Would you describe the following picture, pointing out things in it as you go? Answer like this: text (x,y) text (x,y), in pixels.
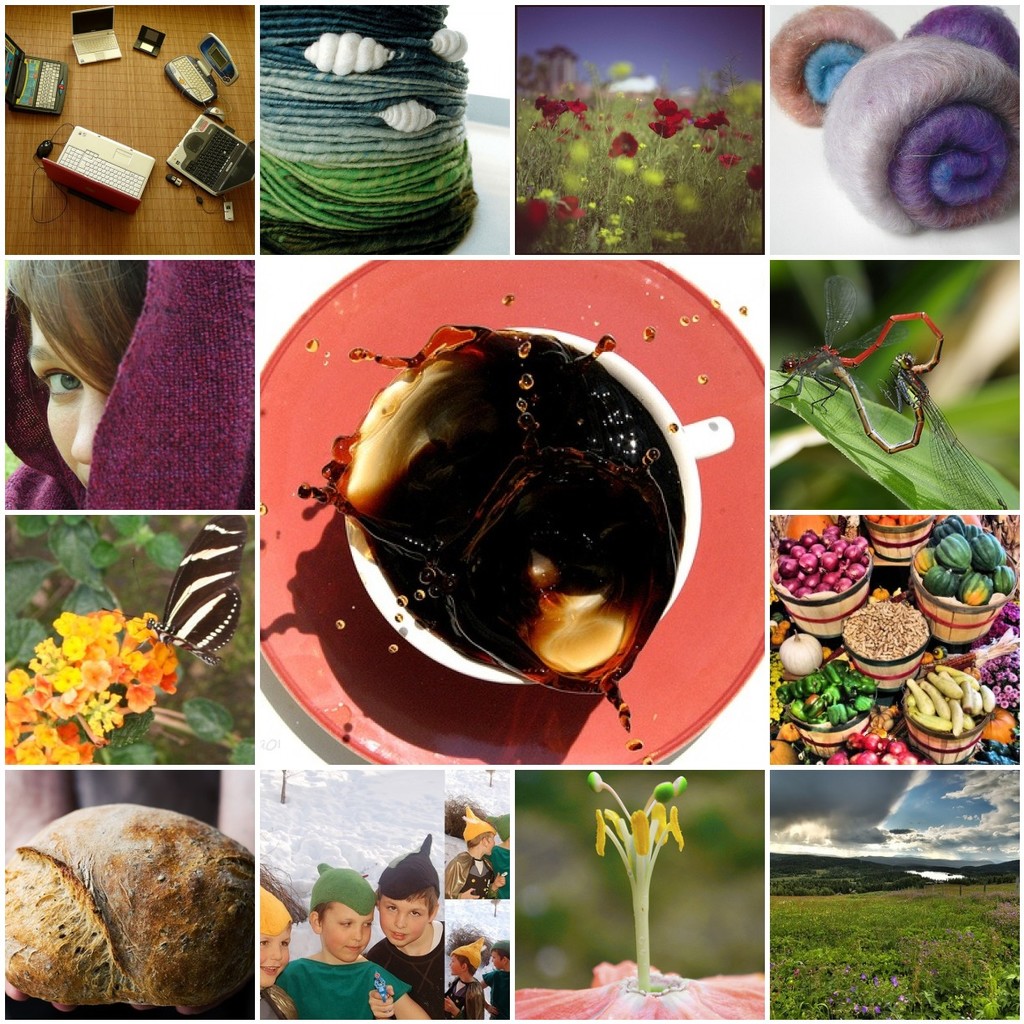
In this image we can see a collage image. At the top (111,154) we can see the laptops (124,154), ropes (359,158), plants (566,176) with flower (666,133) and clothes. In the middle (431,355) we can see the drink (592,620) in a cup (678,579) which is placed on a saucer (358,668). On the right side (897,714), we can see dragonflies (889,398) on a leaf (885,412), a group of vegetables (879,724) in the baskets (930,608), grass (920,904) and the sky (887,818). At the bottom (325,964) we can see the persons (479,955) and a flower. On the left side (77,617), we can see a butterfly (174,642) on the flowers (164,658) and a person (81,383).
